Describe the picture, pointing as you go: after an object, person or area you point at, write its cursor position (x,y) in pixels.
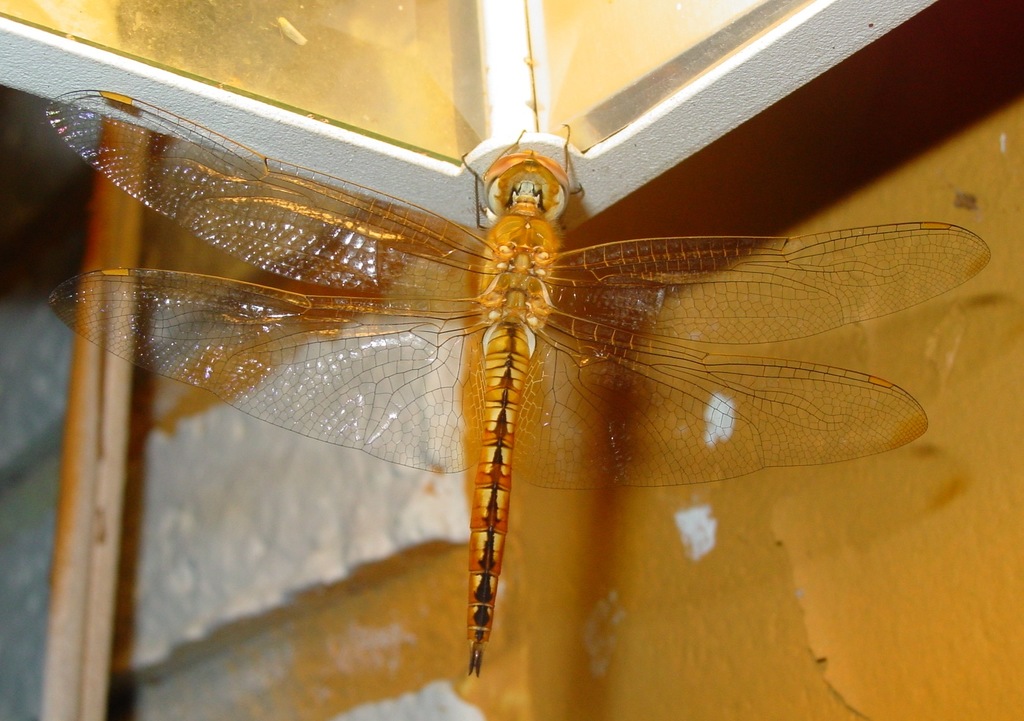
In this picture, we see the dragonfly (524,341). In the background (651,654), we see a wall (506,591) which is in white and yellow color. On the left side (73,494), we see a wooden pole (95,385). At the top (272,91), we see the glass wall (607,59).
